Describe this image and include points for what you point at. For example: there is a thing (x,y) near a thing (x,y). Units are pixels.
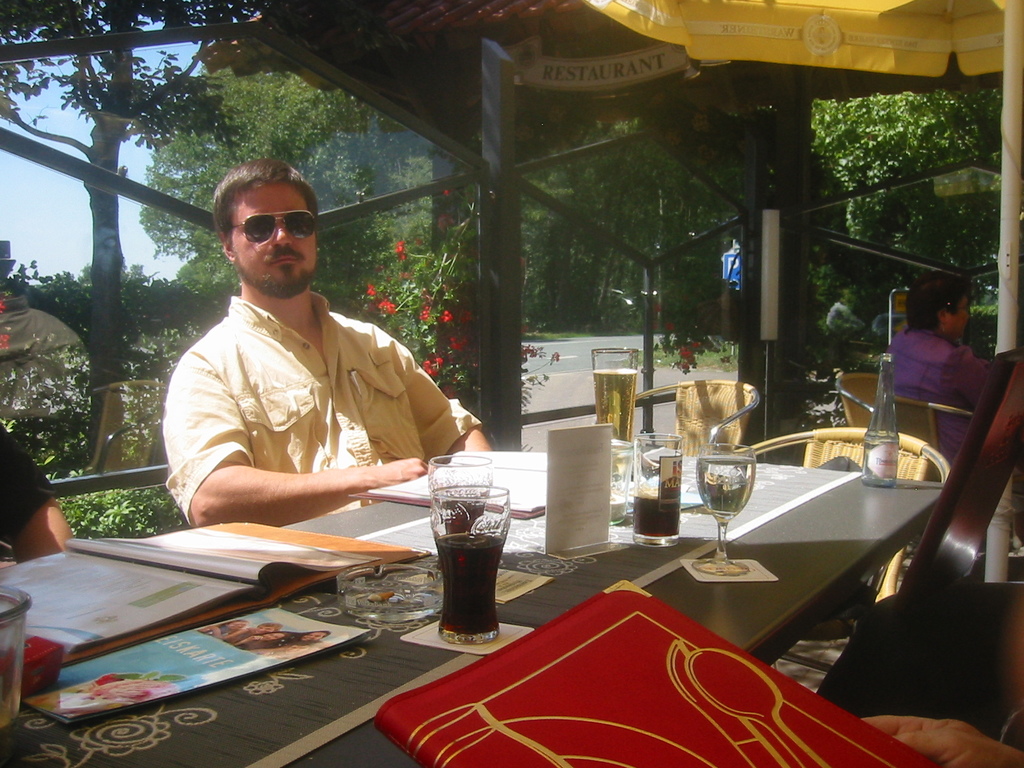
In this picture there is a table (346,712). On the table (530,541) there are some glasses (637,511), bottles (878,460), papers (194,602) and file (201,584). There is man (307,390) wearing goggles (302,222). And there are some chairs (729,396) and tent (794,26). There is a name board (607,78). And there is a person (932,360) to the top right corner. In the background (262,142) we can see some trees (542,256).
